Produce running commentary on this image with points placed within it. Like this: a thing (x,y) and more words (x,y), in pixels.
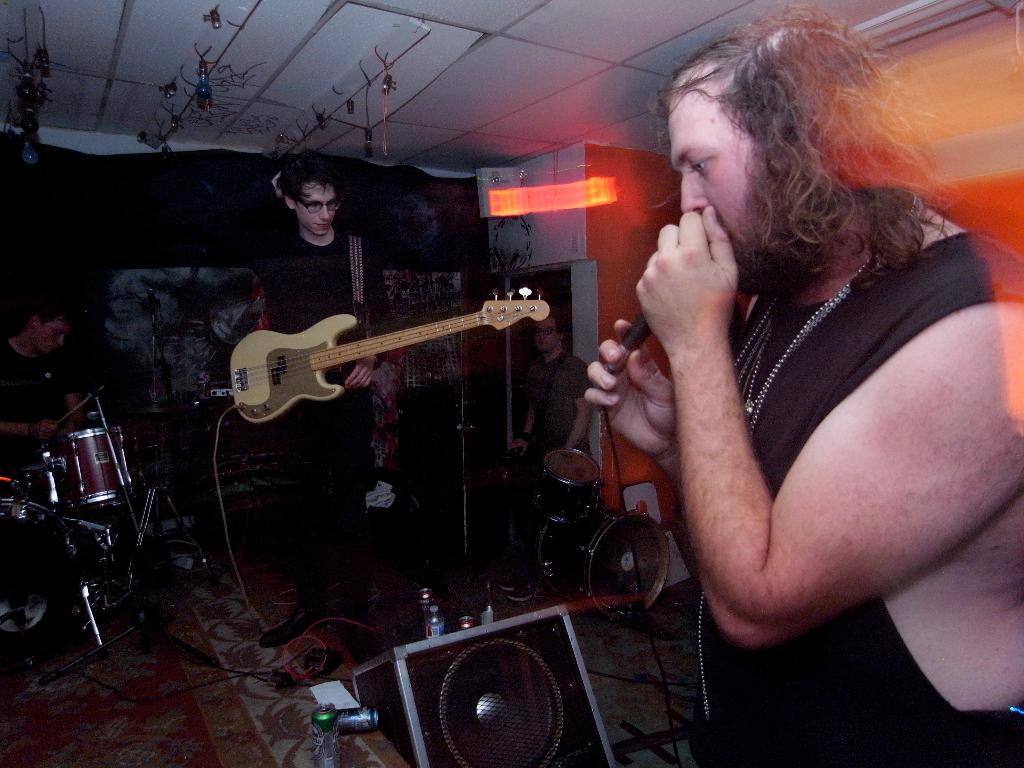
In this image I can see four people (572,394) and these people (767,400) are playing the musical instruments (266,381).
